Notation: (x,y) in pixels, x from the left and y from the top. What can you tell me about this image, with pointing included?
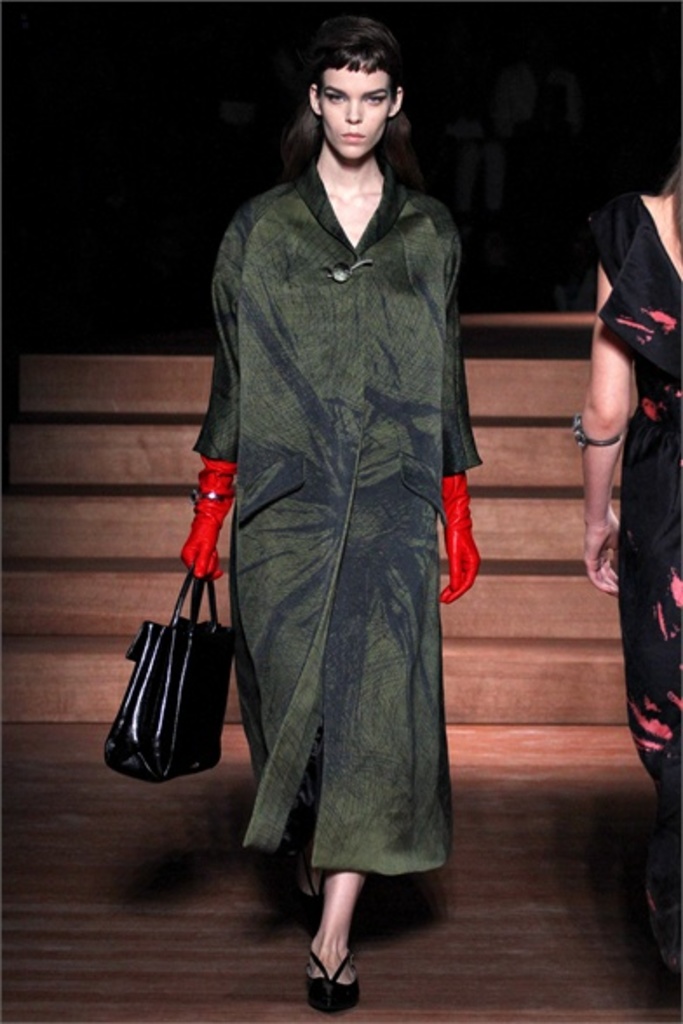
In this image I can see a woman (358,524) wearing green and black colored dress (332,510), red colored gloves (462,513) and holding a black colored bag (225,645) is standing. I can see another woman (634,511) wearing black and pink colored dress (658,546), few stairs (578,607) and the dark background (28,42).
